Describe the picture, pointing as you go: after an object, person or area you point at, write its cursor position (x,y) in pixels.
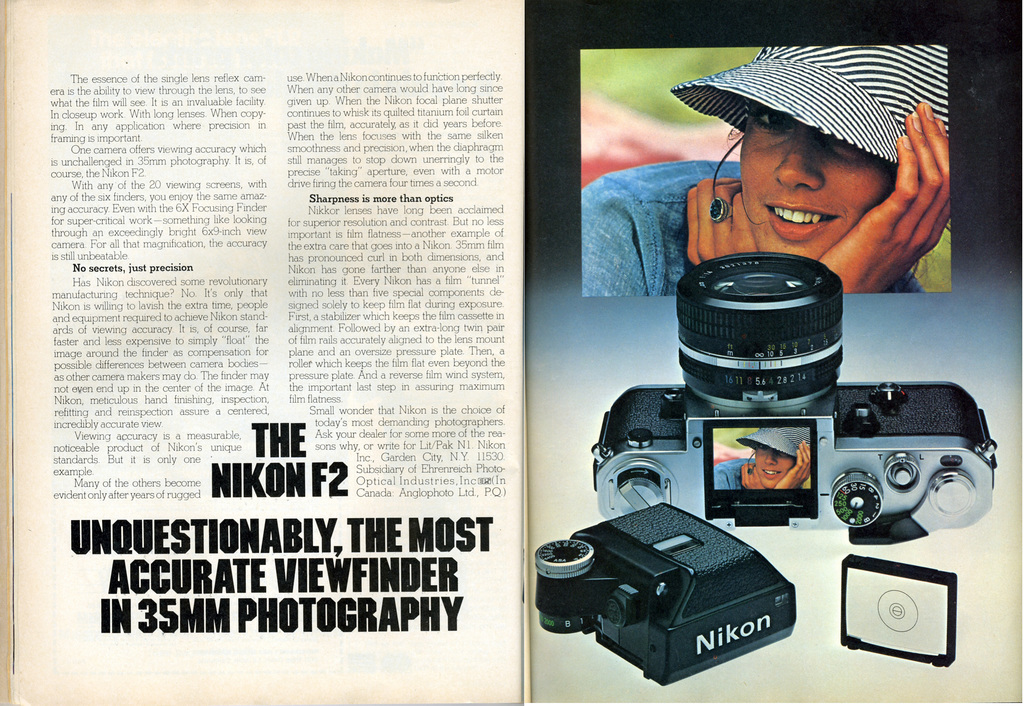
In this picture, it looks like a book (535,343) and on the paper (522,346) there are images (753,128) of a person (721,206), camera (735,377) and some objects (706,559). On the paper (296,415) it is written something.
